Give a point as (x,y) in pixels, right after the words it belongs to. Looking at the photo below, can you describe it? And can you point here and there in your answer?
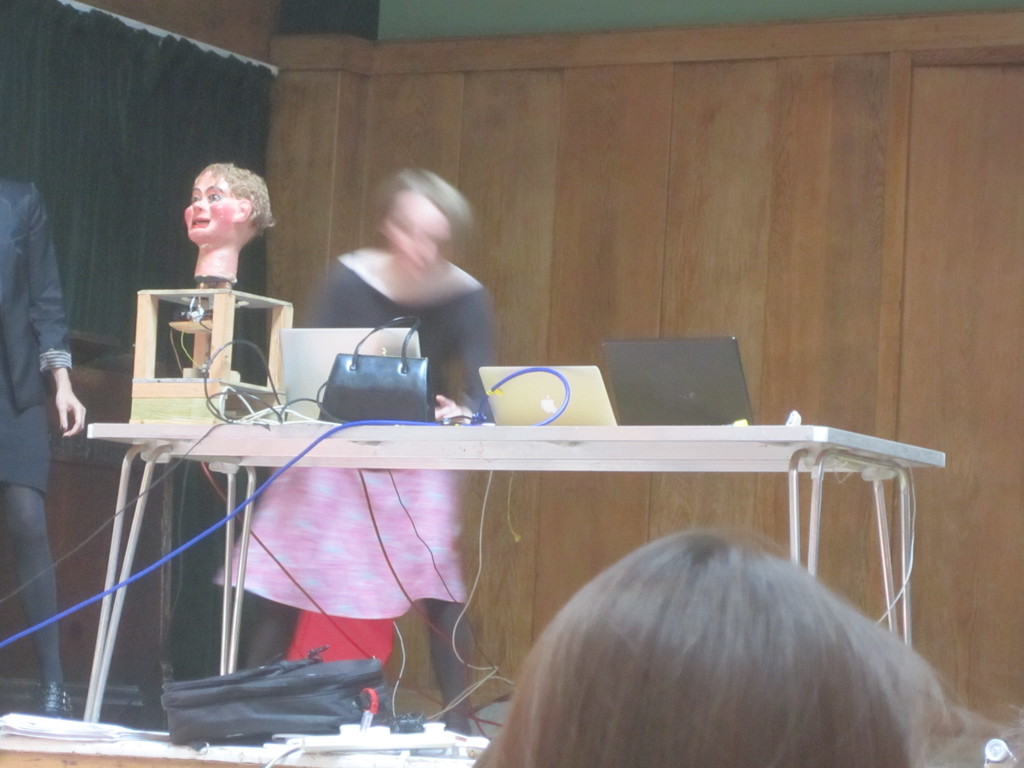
It is a seminar room (833,4), there is a table (594,448) on the stage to the left side of the table (284,437) a woman (39,298) is standing, behind the table (369,446) another woman (452,287) is standing, on the table (579,449) there are total three laptops (682,380), a bag (367,367) and a doll image (237,193), in the background (603,208) there is a wooden wall (618,192).
